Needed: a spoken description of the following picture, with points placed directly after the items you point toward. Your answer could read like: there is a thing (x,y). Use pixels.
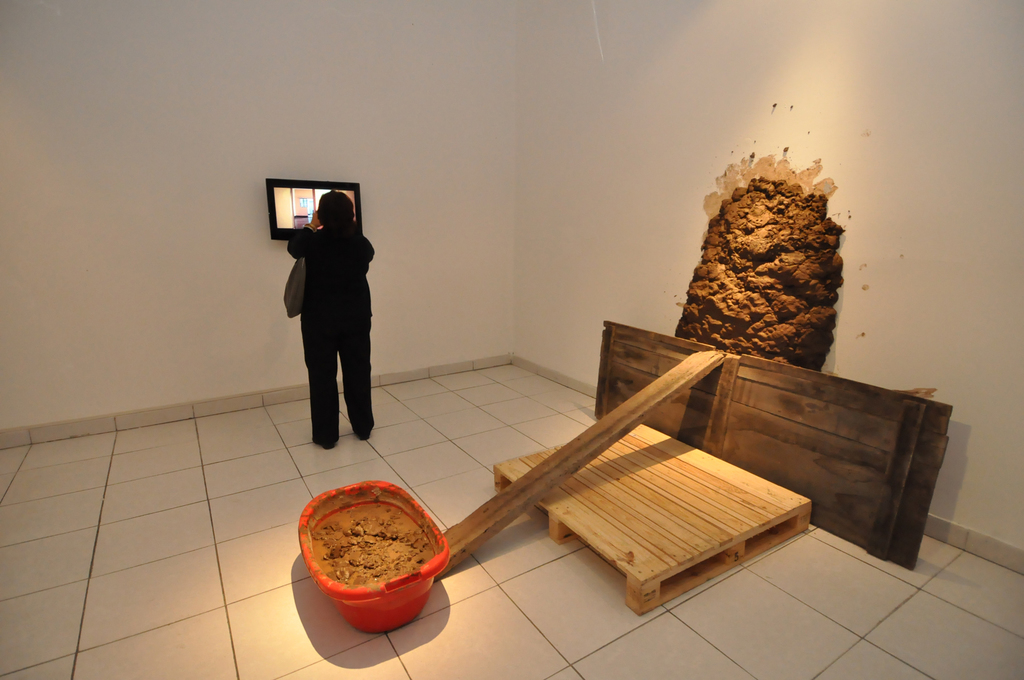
In the middle of the image (361,243) we can see a person (343,309) is standing in front of the wall (409,281), behind the person (304,237) we can see wooden planks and mud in the tub (441,561), we can see a frame (309,182) on the wall (406,312).
